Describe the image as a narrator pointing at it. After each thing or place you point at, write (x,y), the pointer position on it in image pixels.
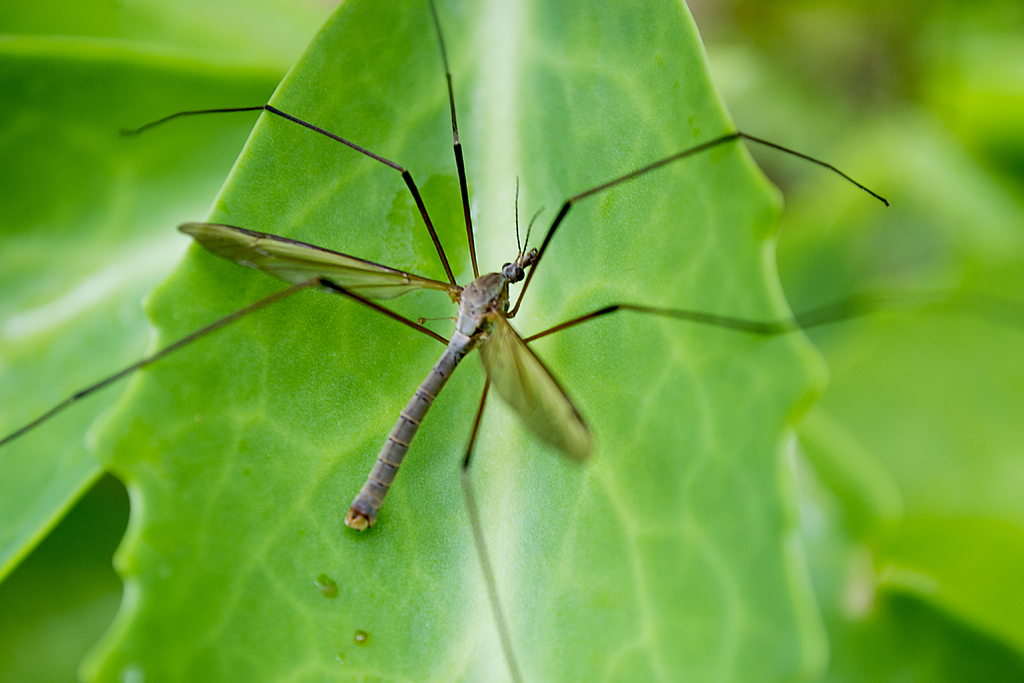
In this image there is a fly (514,362) on a leaf (401,190).
